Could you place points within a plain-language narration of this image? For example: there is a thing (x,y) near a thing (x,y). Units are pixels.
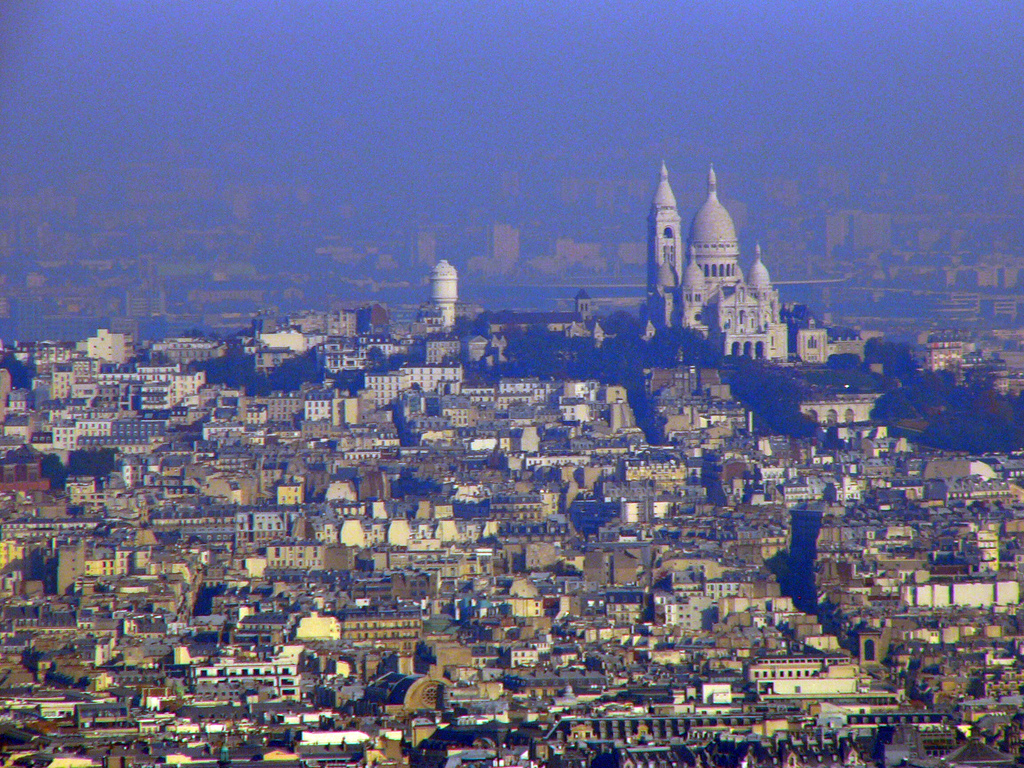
In this image there are buildings (462,446), there are buildings (237,666) truncated towards the bottom of the image (577,728), there are buildings (942,562) truncated towards the right of the image (974,591), there are buildings (90,424) truncated towards the left of the image (72,379), there are trees (914,381), the background of the image (149,102) is blue in color.
